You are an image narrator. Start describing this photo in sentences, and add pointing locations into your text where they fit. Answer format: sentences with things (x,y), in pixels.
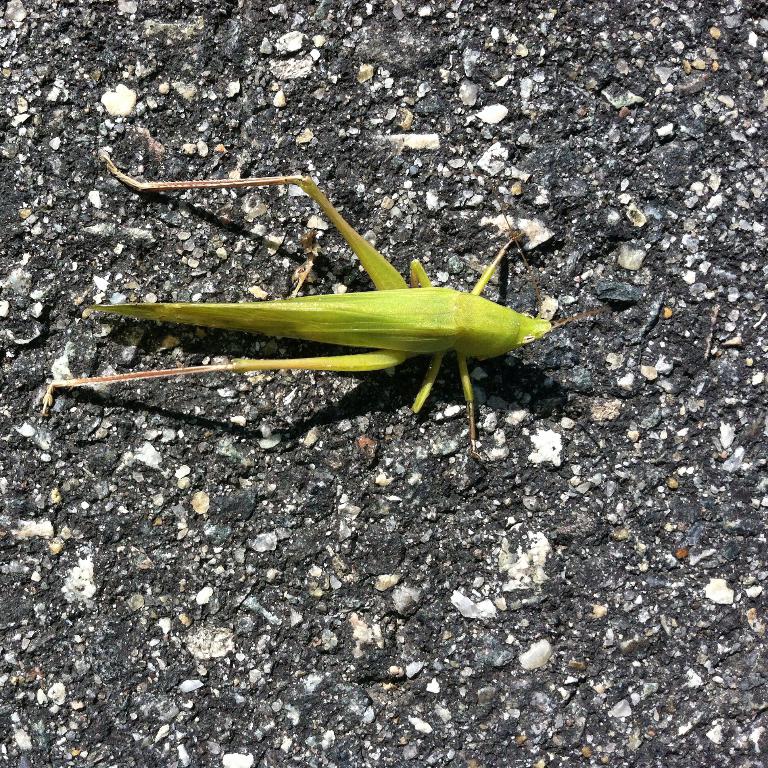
We can see green insect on the surface (431,582).
